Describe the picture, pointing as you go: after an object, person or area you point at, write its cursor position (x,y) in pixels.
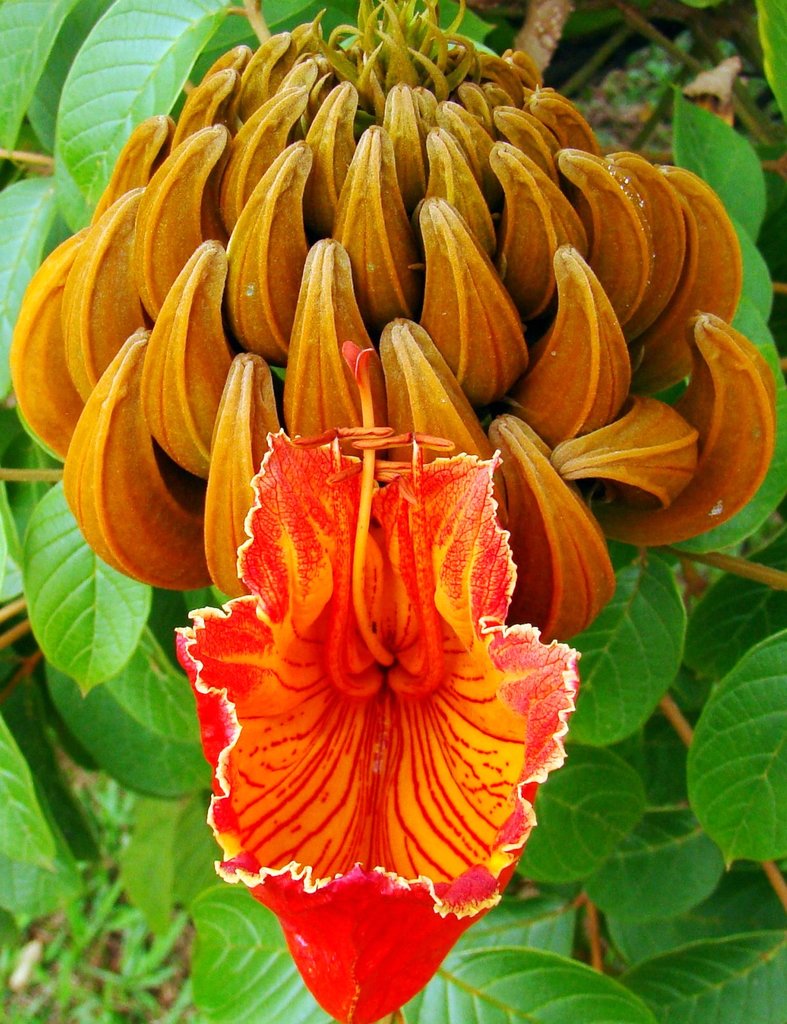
In this image we can see a plant (299,662) with flower (318,642) and buds (337,194).
